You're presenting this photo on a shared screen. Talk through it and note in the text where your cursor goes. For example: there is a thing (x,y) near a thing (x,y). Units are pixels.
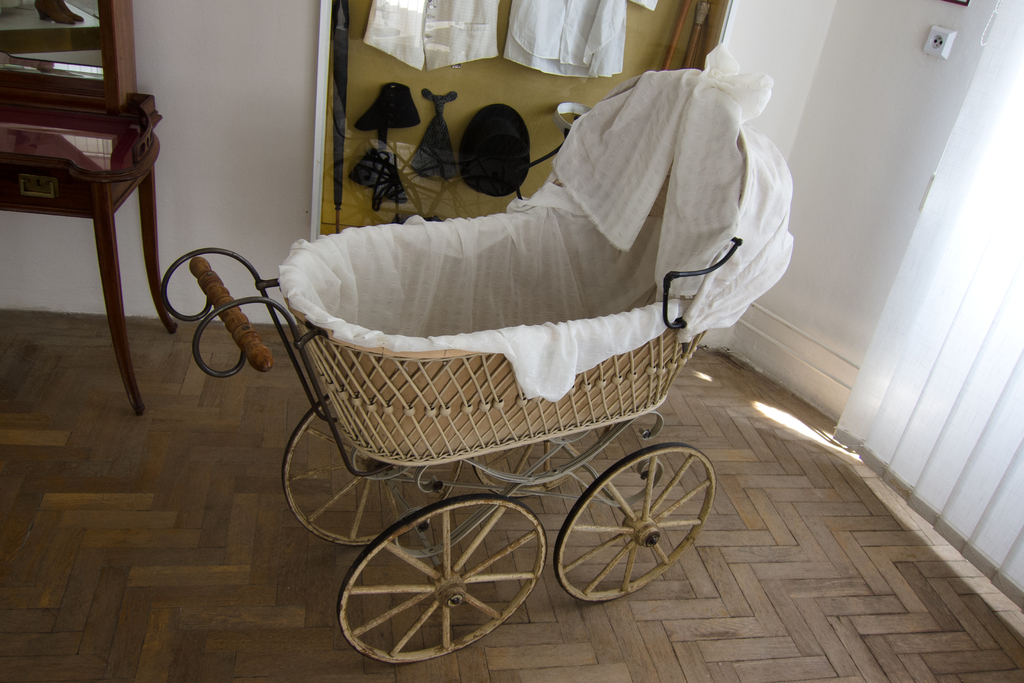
In this image, we can see a baby cart (650,379) on the floor (593,632). Background (484,138) we can see wall (895,81), few things (463,2), wooden object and mirror (77,58). On the right side of the image (943,347), we can see the window shades (933,364).
